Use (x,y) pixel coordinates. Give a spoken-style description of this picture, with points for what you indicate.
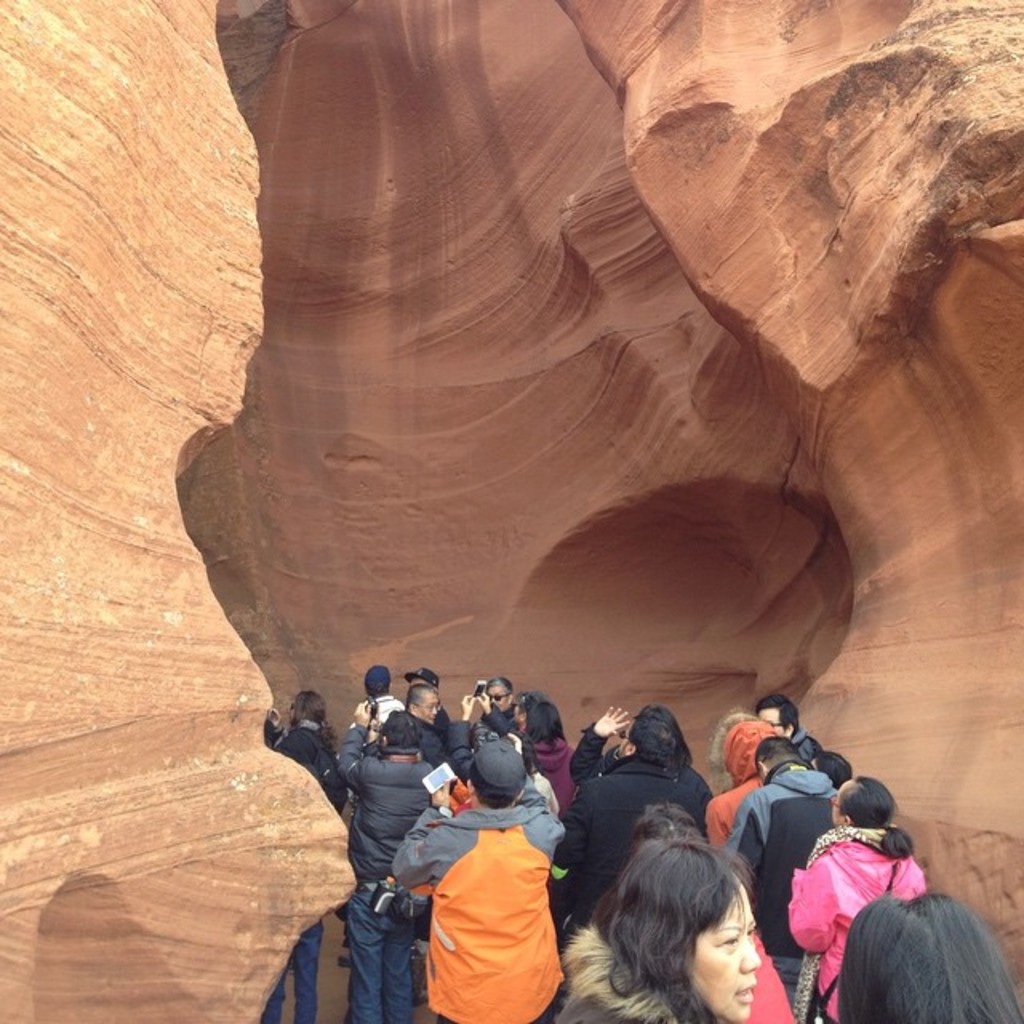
In this picture I can see group of people (407,764) standing, and in the background (598,458) there is a canyon (430,285).
